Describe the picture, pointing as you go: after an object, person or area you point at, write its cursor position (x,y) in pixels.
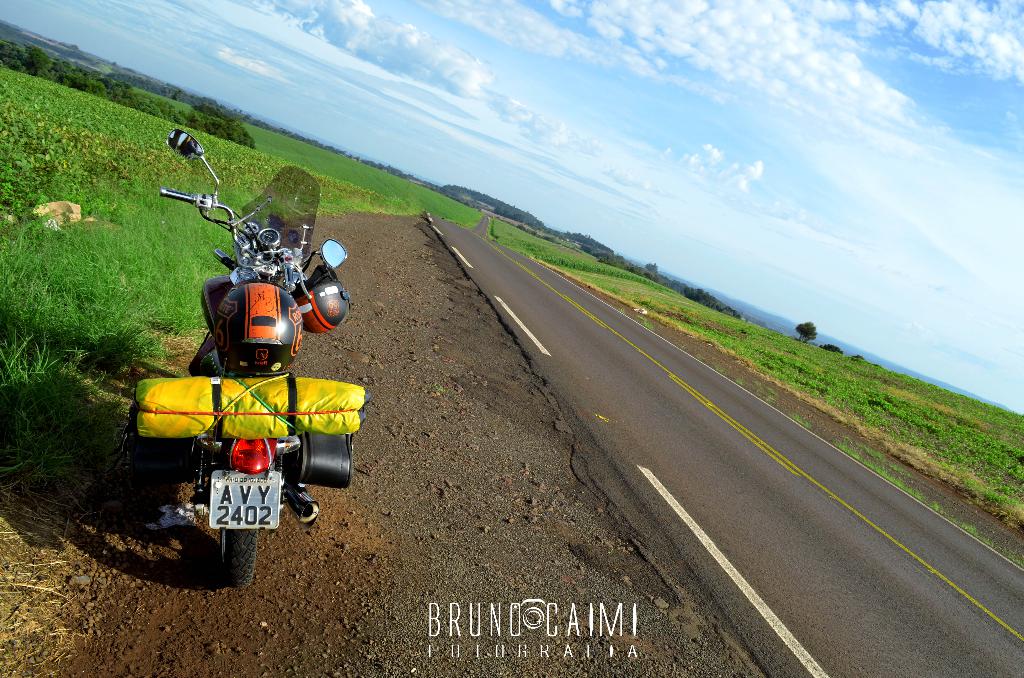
In this image there is a bike (209,203) on the land (417,531). On the bike (293,290) there are helmets (269,338) and a bag (316,394). Right side (711,477) there is a road (719,517). Background (978,450) there are plants (81,189) and trees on the grassland (104,219). Top of the image (473,119) there is sky (549,121), having clouds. Right side (851,352) there are hills (795,329).
